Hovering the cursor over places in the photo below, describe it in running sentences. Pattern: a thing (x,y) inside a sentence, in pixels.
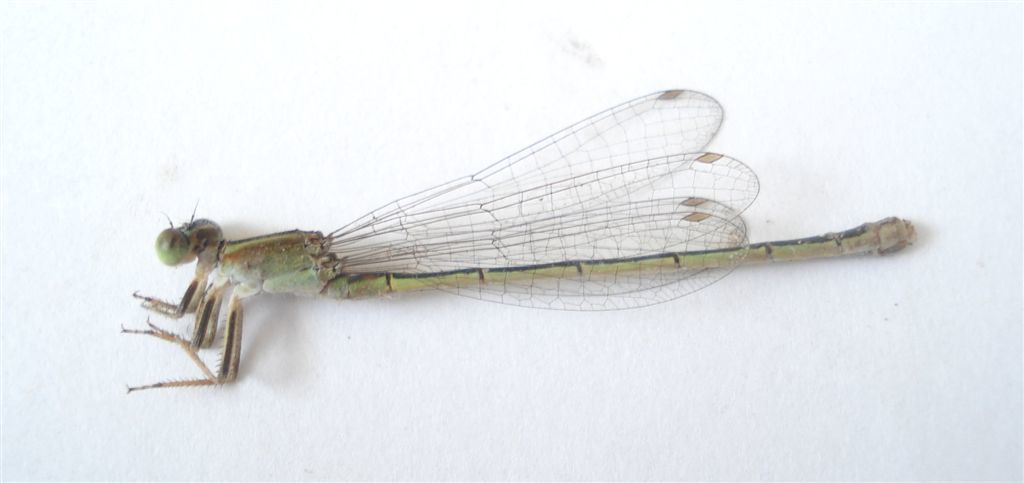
In this image we can see a dragonfly (249,277).
